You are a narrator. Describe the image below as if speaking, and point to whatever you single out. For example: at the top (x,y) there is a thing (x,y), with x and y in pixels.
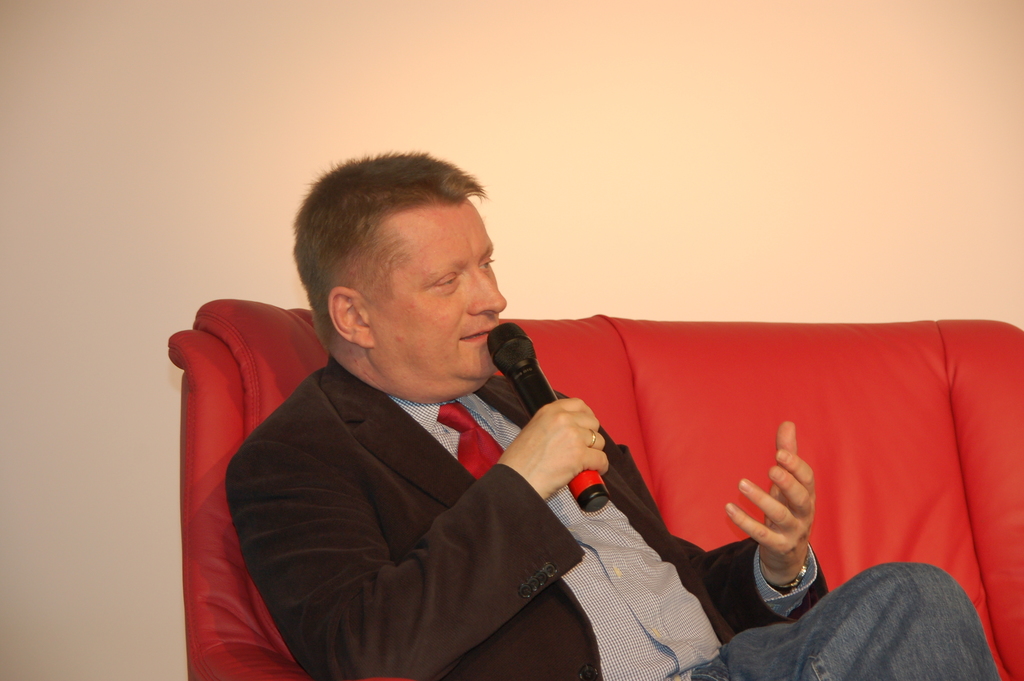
a person (551,501) is sitting on a red sofa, holding a microphone (534,353) in his hand (573,444). he is wearing a black suit (416,565) and jeans (821,633).
